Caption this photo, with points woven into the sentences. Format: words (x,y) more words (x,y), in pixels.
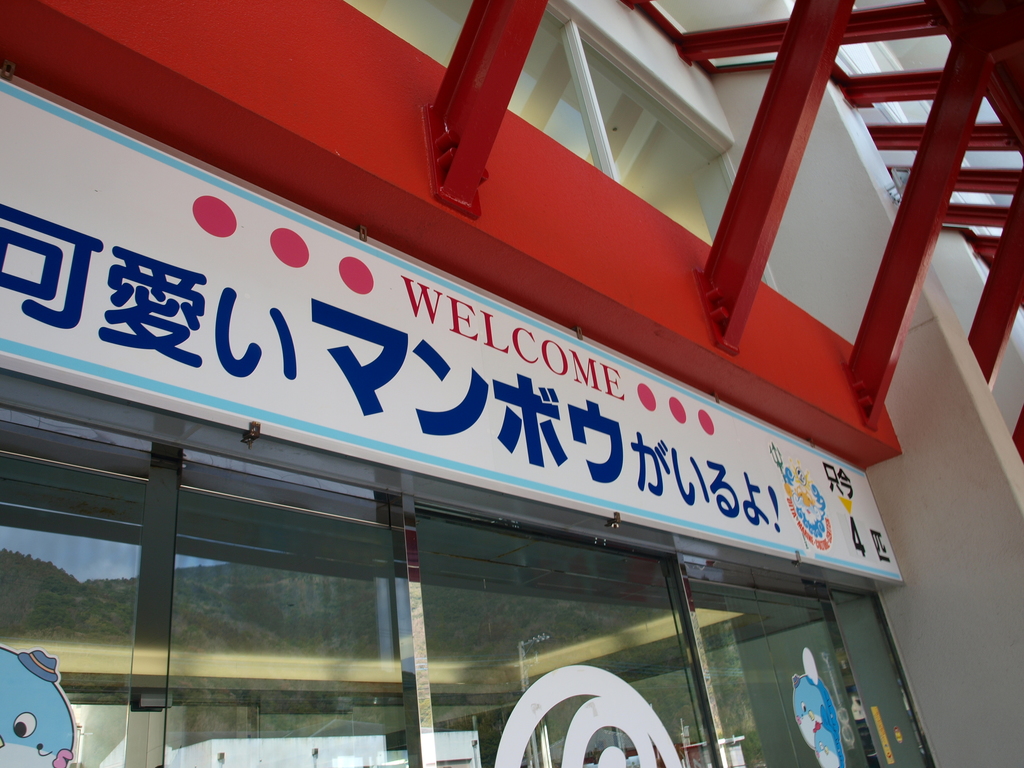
This is the picture of a building (96,405) to which there is a board (328,340), some red grills (1001,307) and the glass walls (462,571) to which there are some posters (33,718) pasted to it.
